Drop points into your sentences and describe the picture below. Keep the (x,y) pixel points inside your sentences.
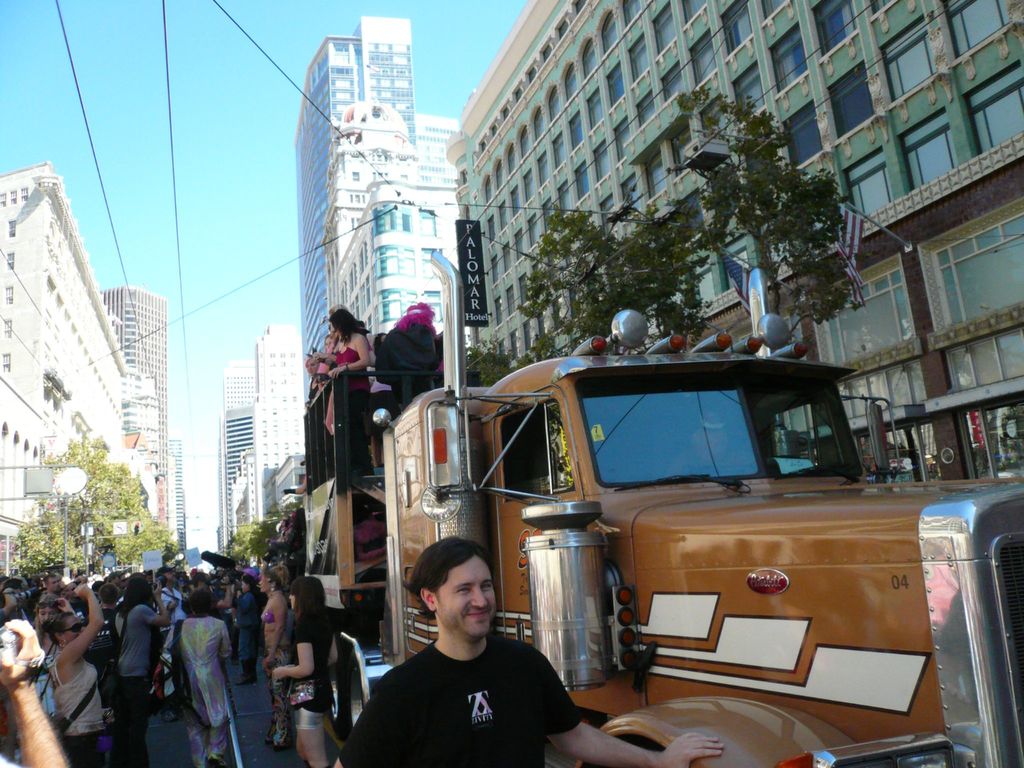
In this image, we can see so many buildings (377,286), trees (32,549), hoarding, wires (506,248), glass windows (755,71). At the bottom (577,721), we can see a group of people (533,760). Few are on the vehicle (329,544). Top of the image (226,142), there is a sky (239,114). Here we can see a person (473,637) is smiling.
